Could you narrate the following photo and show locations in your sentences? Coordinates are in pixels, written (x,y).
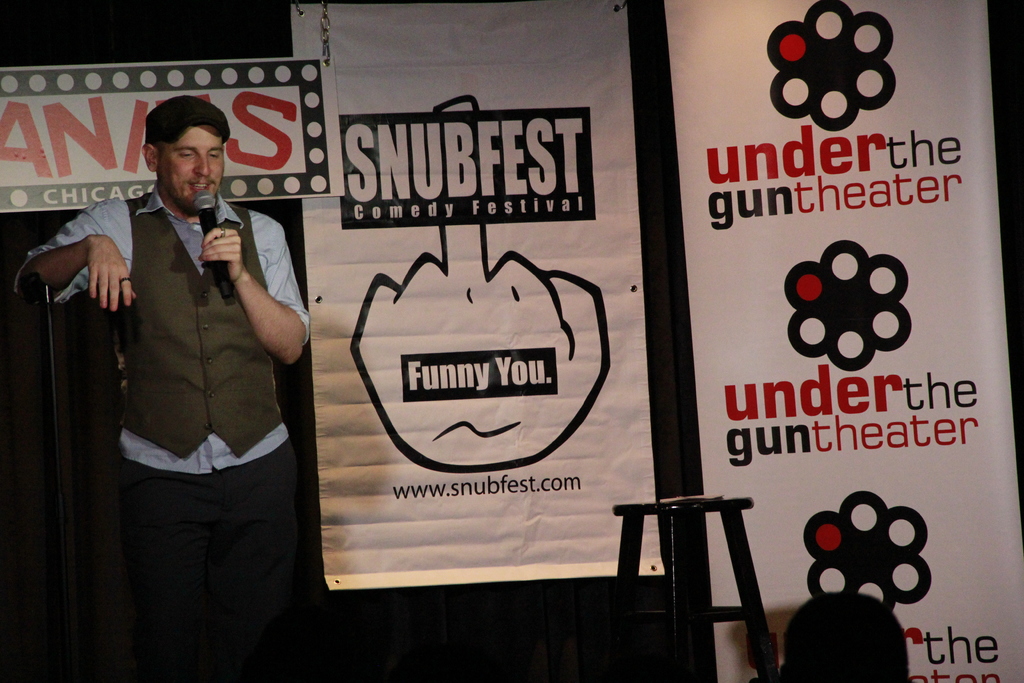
A person (217,221) is holding a mic (199,207). Background (765,282) we can see hoardings (785,284) and table (737,556). On this table (682,516) there is an object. Something written on these hoardings (504,196).
